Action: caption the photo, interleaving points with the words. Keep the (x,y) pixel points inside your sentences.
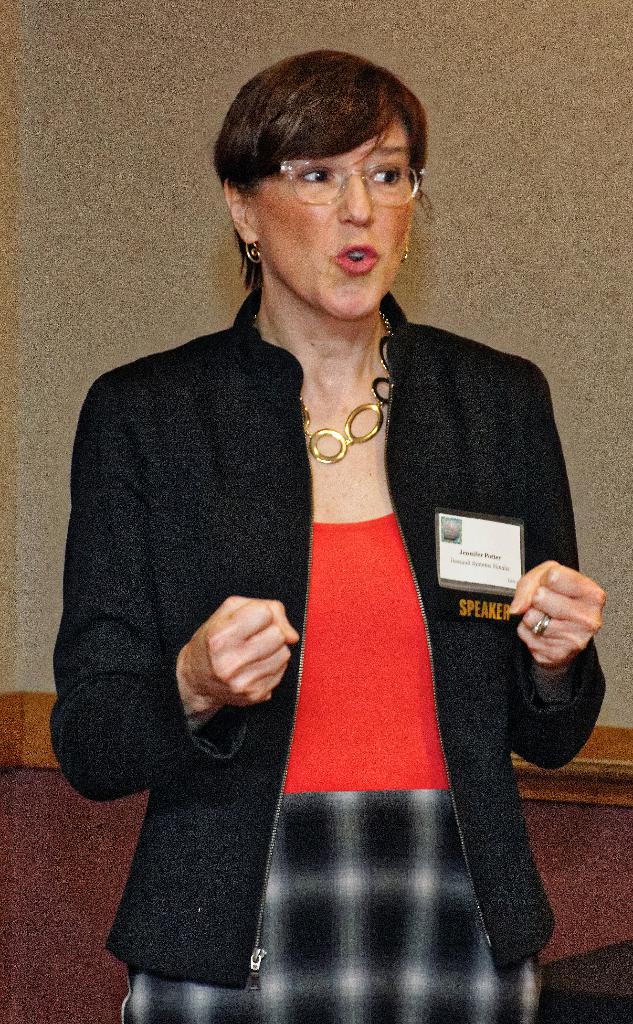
In this picture I can see a woman (332,605) in front (416,749) who is standing and I see that she is wearing black, red and white color dress (301,586) and I see a necklace (317,437) around her neck (332,396). In the background (70,398) I can see the wall (631,890).
